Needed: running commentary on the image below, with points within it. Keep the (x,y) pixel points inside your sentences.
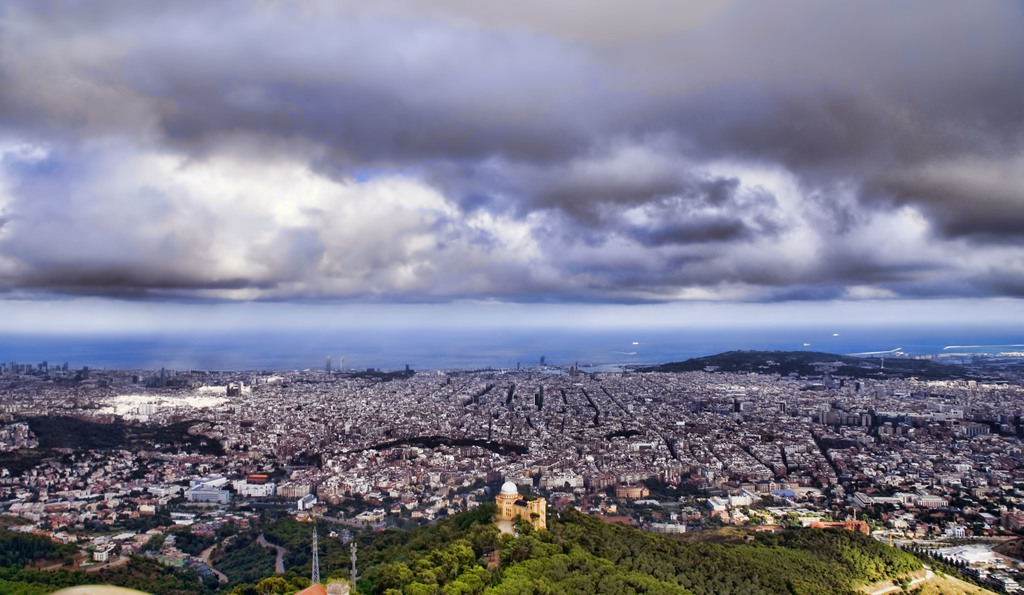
In this picture I can see there are many buildings (848,381) and there are trees (512,558) and the sky (302,283) is cloudy.
